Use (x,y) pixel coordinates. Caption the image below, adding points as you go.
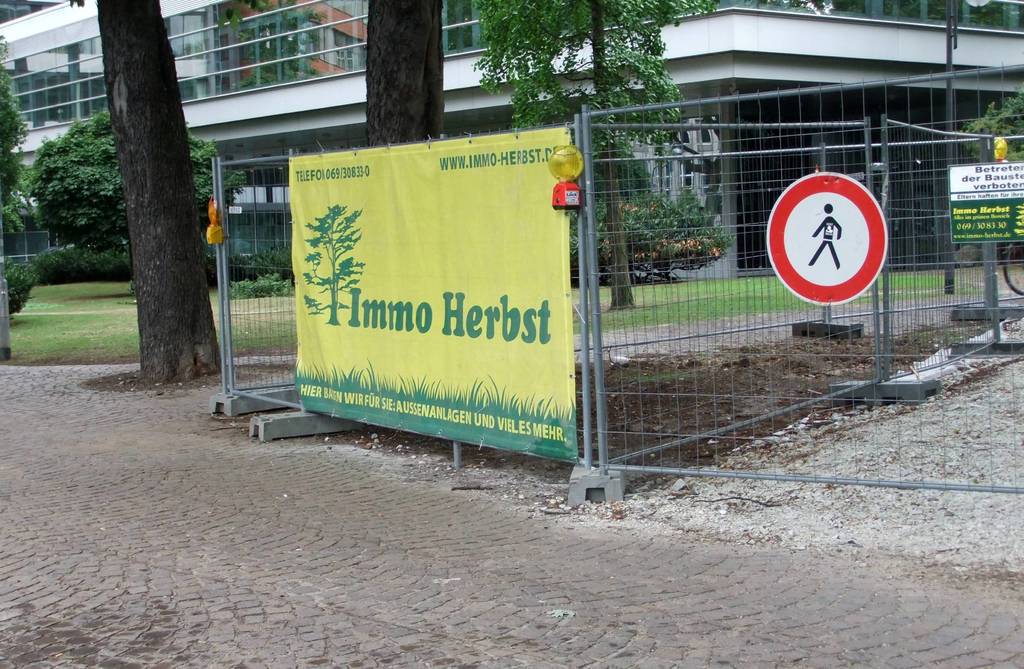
In this image there is a fence (889,289) having few boards (823,294) and a banner (553,278) are attached to it. Left side (21,173) there are few trees (108,174) and plants (60,277) on the grassland (117,300). Behind there is a building (755,215). Bottom of the image (125,484) there is a cobblestone path (129,557).
